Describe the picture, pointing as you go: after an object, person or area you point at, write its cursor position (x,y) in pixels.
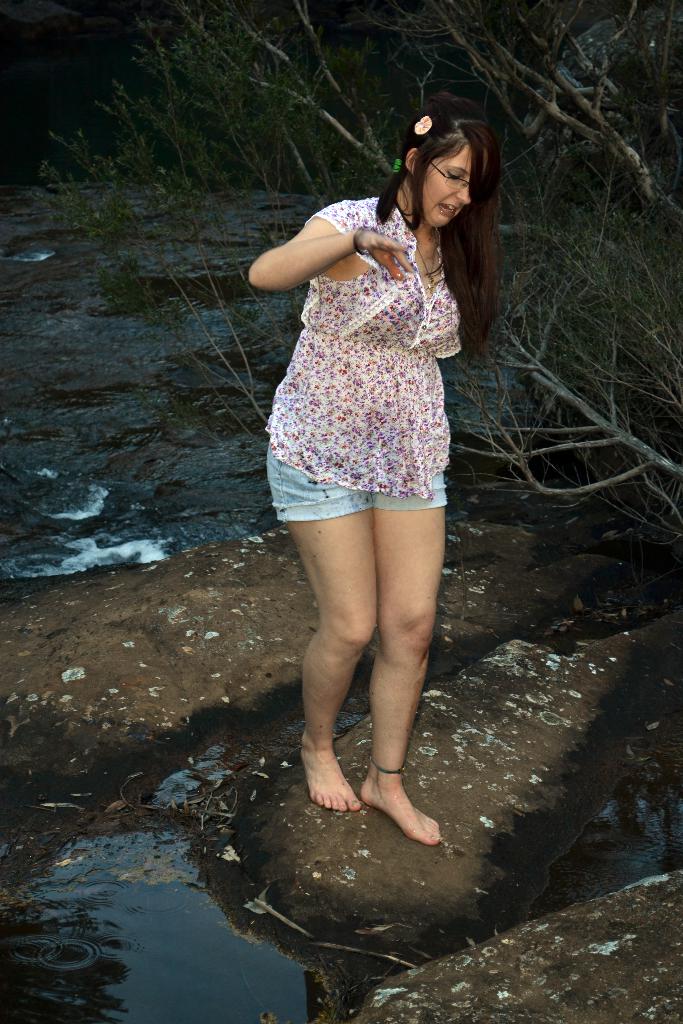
At the bottom of the image (197,934) I can see water (234,949). On the right of the image (580,187) I can see trees (609,102). In the middle of the image (394,565) I can see one girl (397,519) is walking.
